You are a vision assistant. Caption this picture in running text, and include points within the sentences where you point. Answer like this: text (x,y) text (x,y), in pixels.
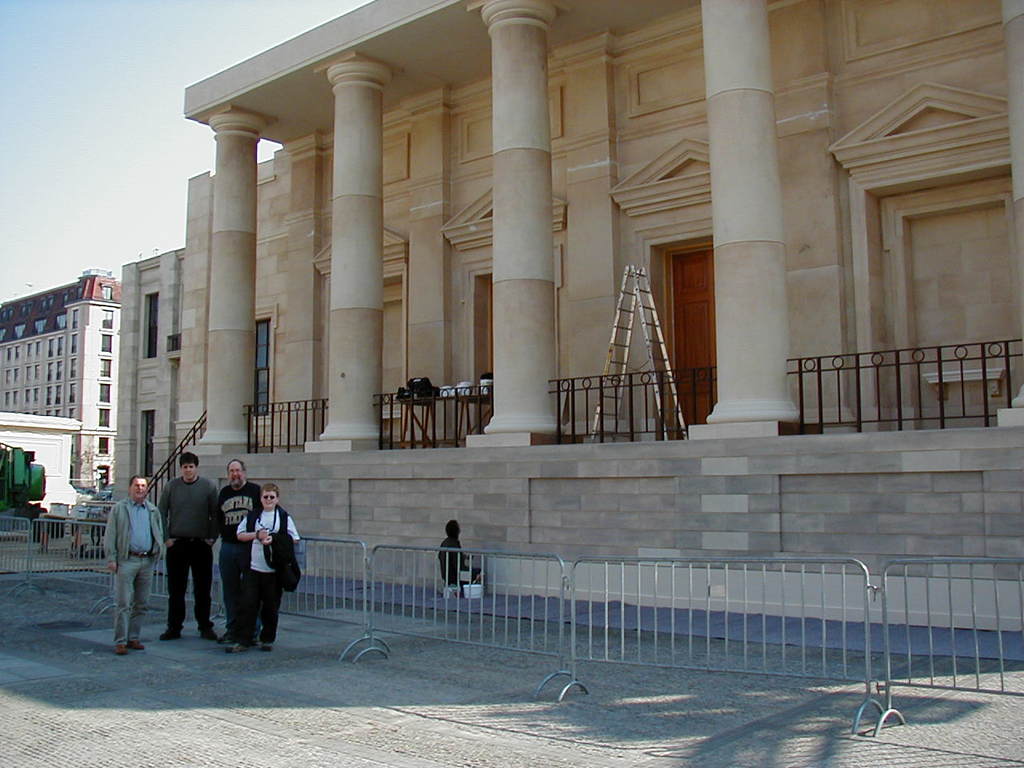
In this image, we can see buildings (157,286), railings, some stands (409,409) and there are people (283,529) on the road (223,649) and one of them is holding a coat (270,558) and we can see pillars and some other objects (467,586). At the top (79,139), there is sky (71,119).
